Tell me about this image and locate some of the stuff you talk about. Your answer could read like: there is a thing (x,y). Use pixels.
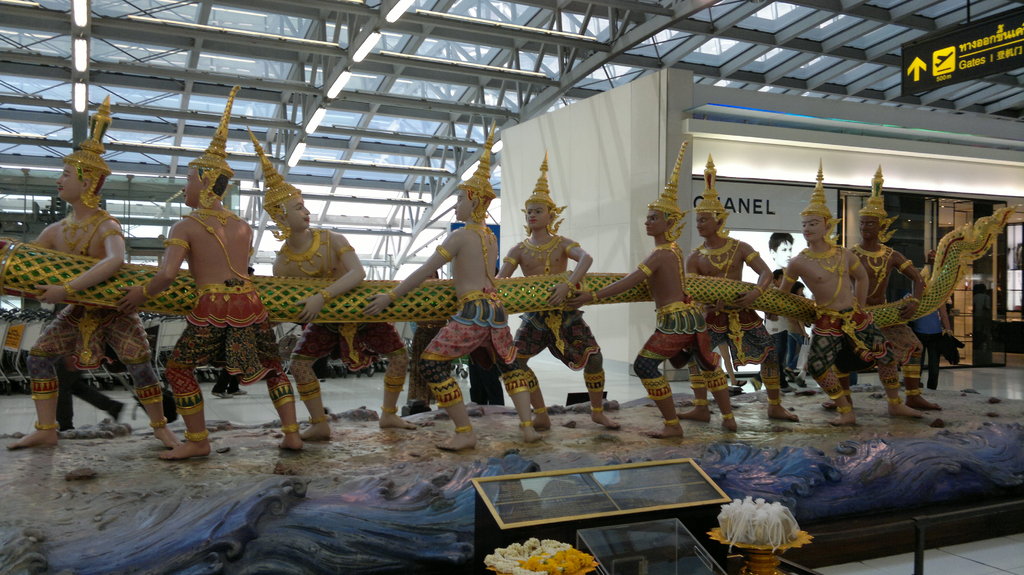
In this image I can see few people statue (682,286) and they are holding something. I can see a white color board (627,143), flowerpot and few objects (917,57).
